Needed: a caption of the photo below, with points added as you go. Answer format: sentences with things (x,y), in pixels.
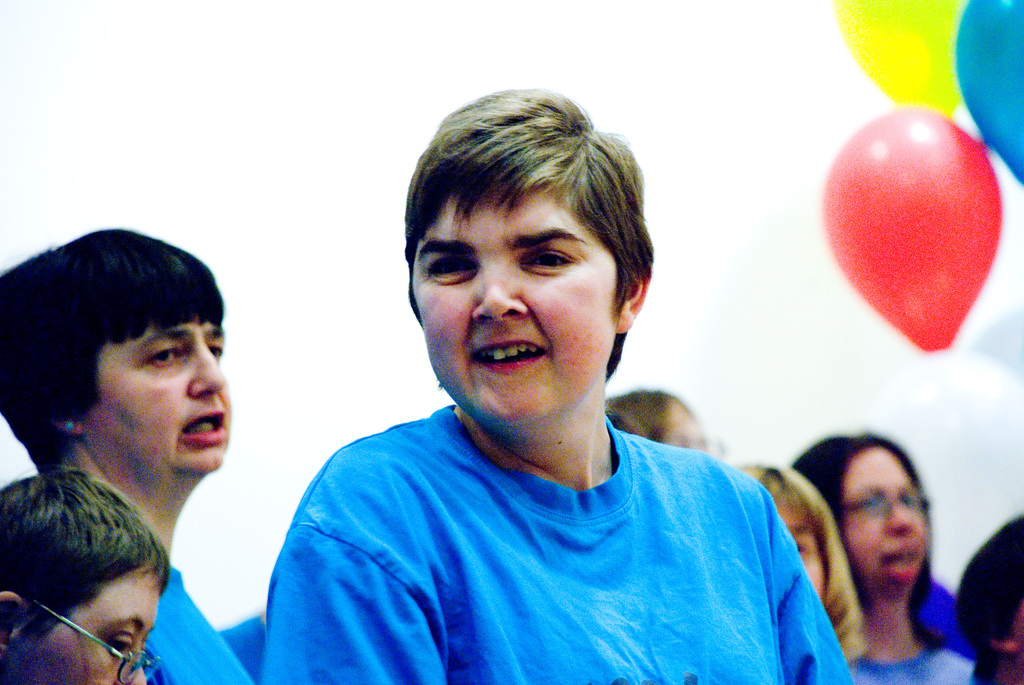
In this image we can see persons (531,375), wall (231,180) and balloons (986,181).
